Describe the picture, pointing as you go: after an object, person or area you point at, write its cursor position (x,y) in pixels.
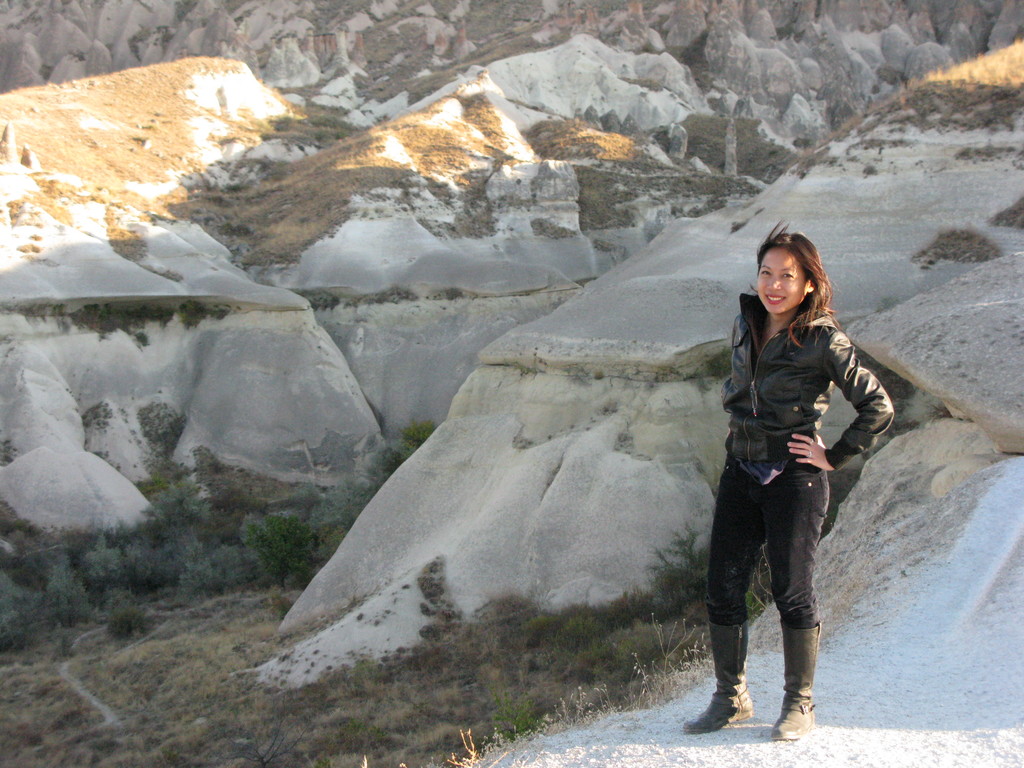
In this image there are rocks (486,549), woman (774,460) and grass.
